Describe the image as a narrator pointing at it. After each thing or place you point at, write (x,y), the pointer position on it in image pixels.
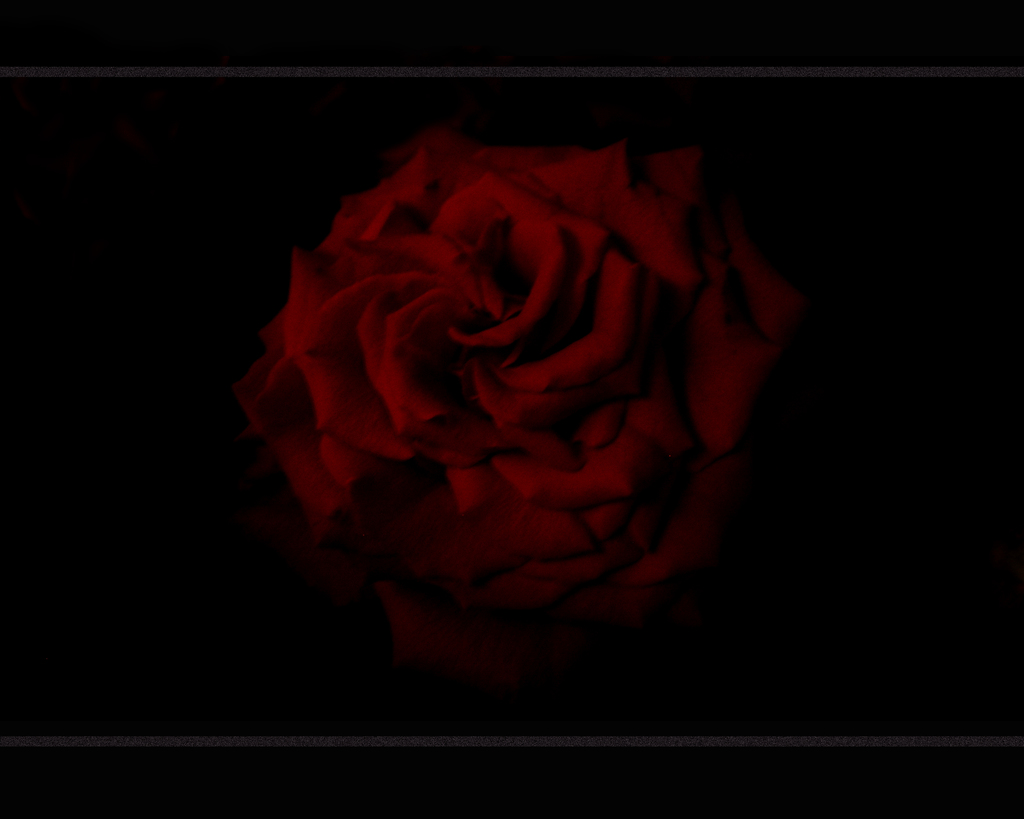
In this picture we can see a red color rose flower (592,373) in the middle (505,319), there is a dark background (973,14).
